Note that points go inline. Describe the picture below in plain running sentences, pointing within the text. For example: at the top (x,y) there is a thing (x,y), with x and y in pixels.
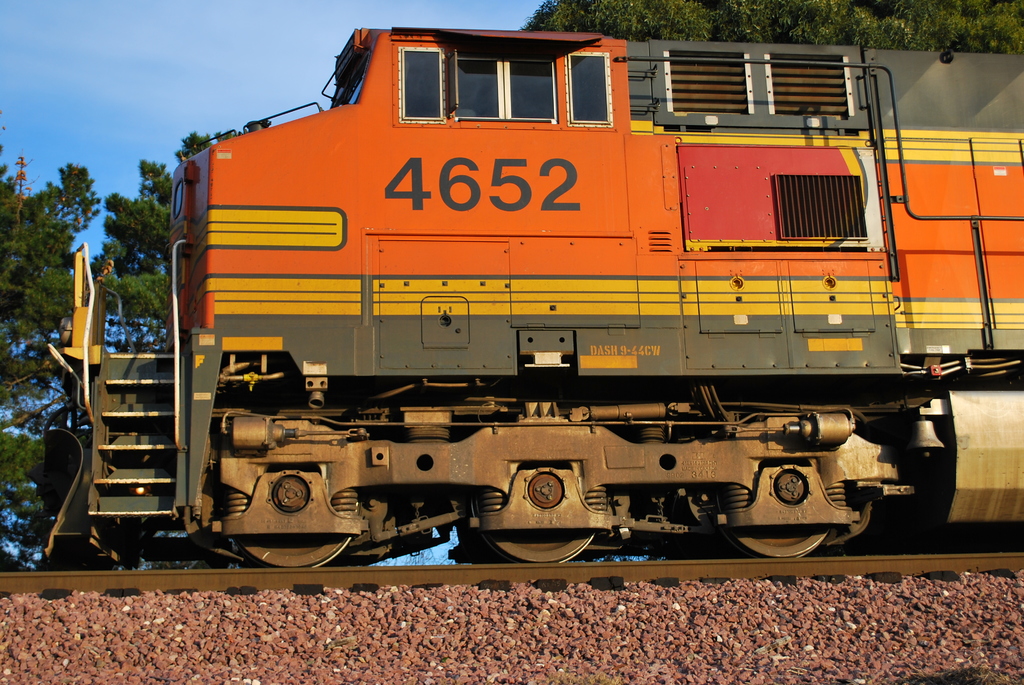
In this image we can see the train engine (330,396) on the track (776,562). Here we can see the stones (792,606) on the side of a track (809,560). In the background (58,248), we can see the trees (115,235). This is a sky (162,97).
